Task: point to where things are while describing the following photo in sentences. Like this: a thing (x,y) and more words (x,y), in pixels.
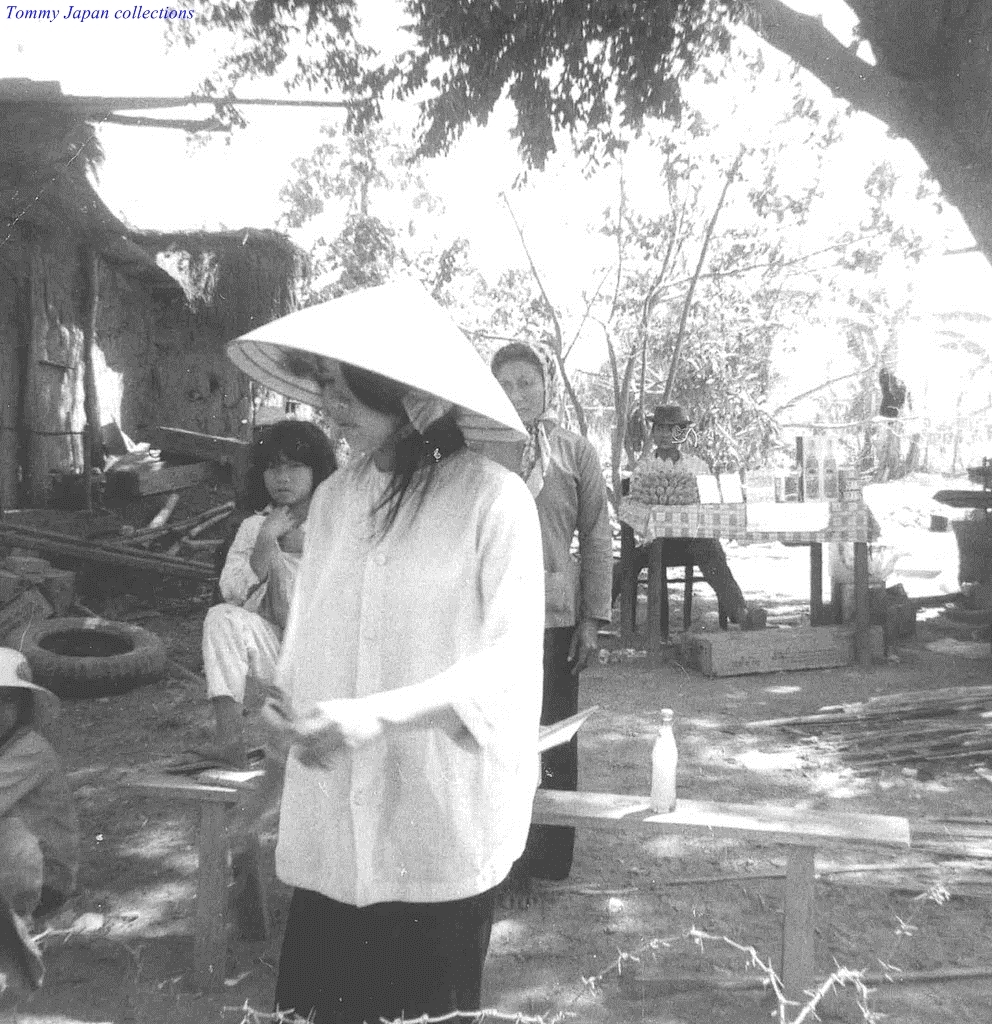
In this image in the front (371,733) there is a woman (369,718) standing. In the center (564,484) there is a bench (602,800) and there are persons (564,529) standing. On the bench (680,809) there is a bottle (653,777). In the background (493,341) there are trees (665,337), there is a table (761,517) and on the table (790,510) there are objects (744,491) and there is a person (665,465) sitting and there are objects (171,559) on the ground (934,582) and on the left side (28,811) there is a person (43,865) on the ground (865,899).
